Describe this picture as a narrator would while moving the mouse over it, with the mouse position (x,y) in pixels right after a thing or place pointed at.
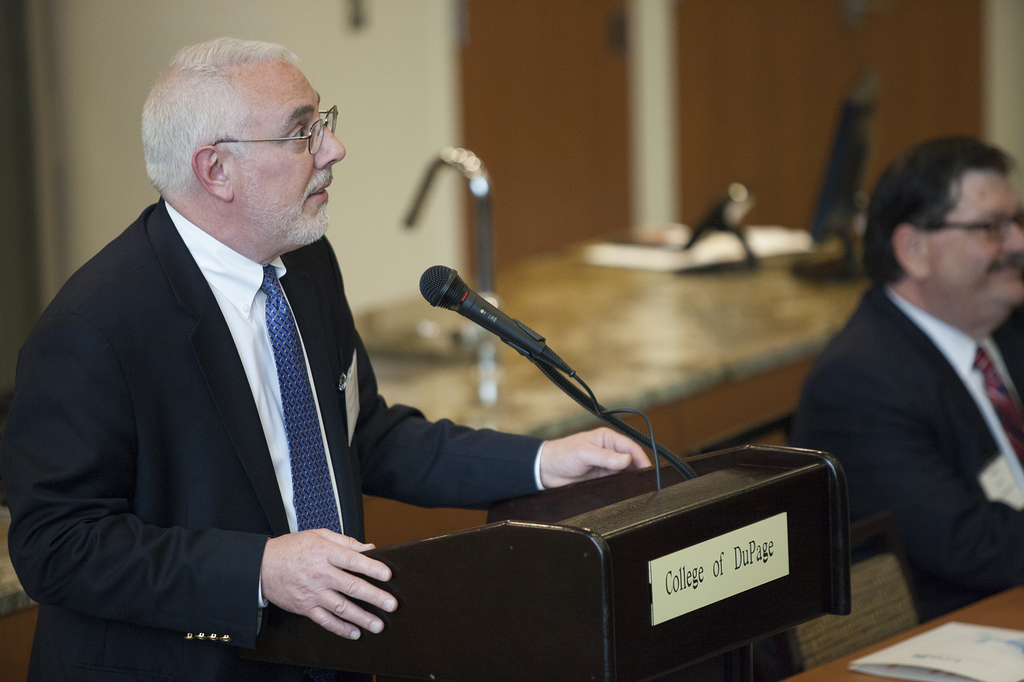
In this image I can see two people (948,403) wearing the blazers (909,490) and I can see one person (305,359) standing in-front of the podium (584,499). On the podium (632,488) I can see the mic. And another person (842,454) sitting in-front of the table (877,650). On the table (840,661) there is a paper (940,660). And there is a blurred background (803,18).
